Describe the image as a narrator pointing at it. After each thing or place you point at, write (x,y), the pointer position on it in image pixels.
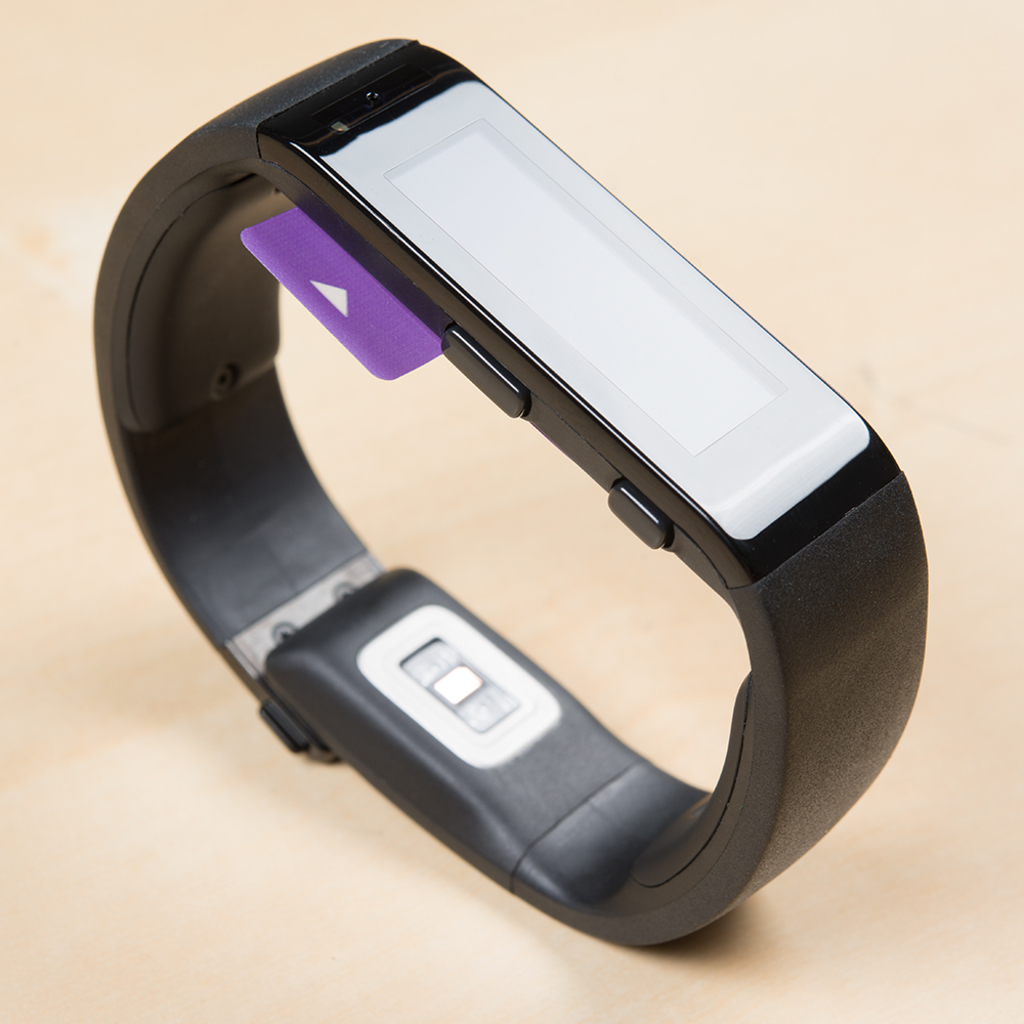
In this image there is a smart band (471,712) on the table (681,979).
